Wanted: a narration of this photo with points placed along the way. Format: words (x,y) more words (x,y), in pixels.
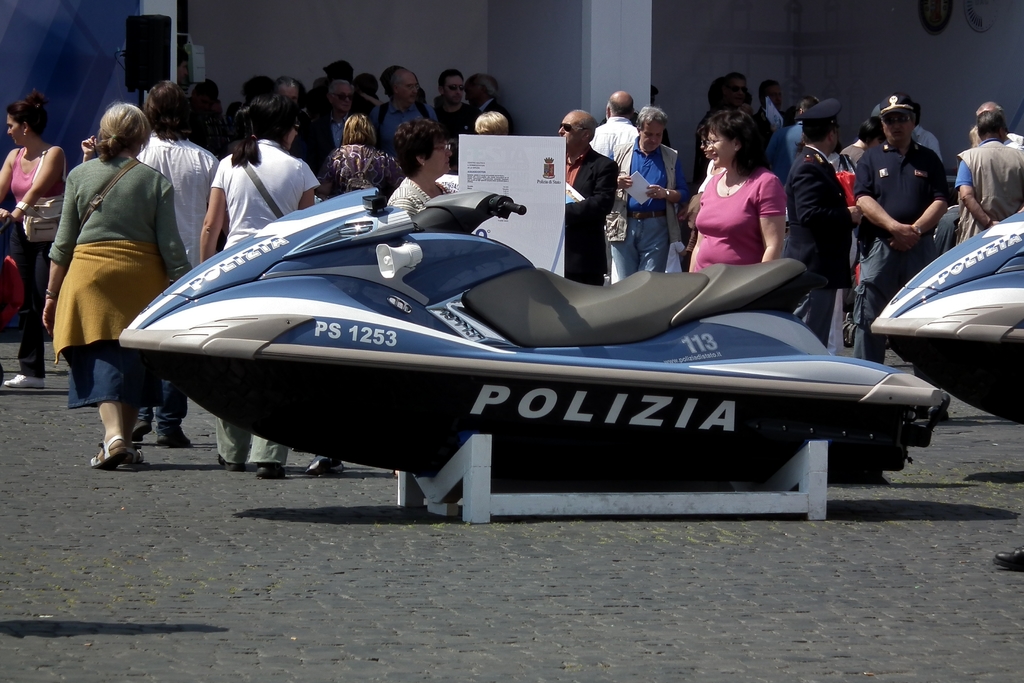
This picture is clicked outside. In the foreground (967,496) we can see the jet ski (494,275) is placed on the ground (906,500). In the background (766,173) we can see the group of people (410,162) and the walls (779,37) and a speaker (137,58) and some other items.
